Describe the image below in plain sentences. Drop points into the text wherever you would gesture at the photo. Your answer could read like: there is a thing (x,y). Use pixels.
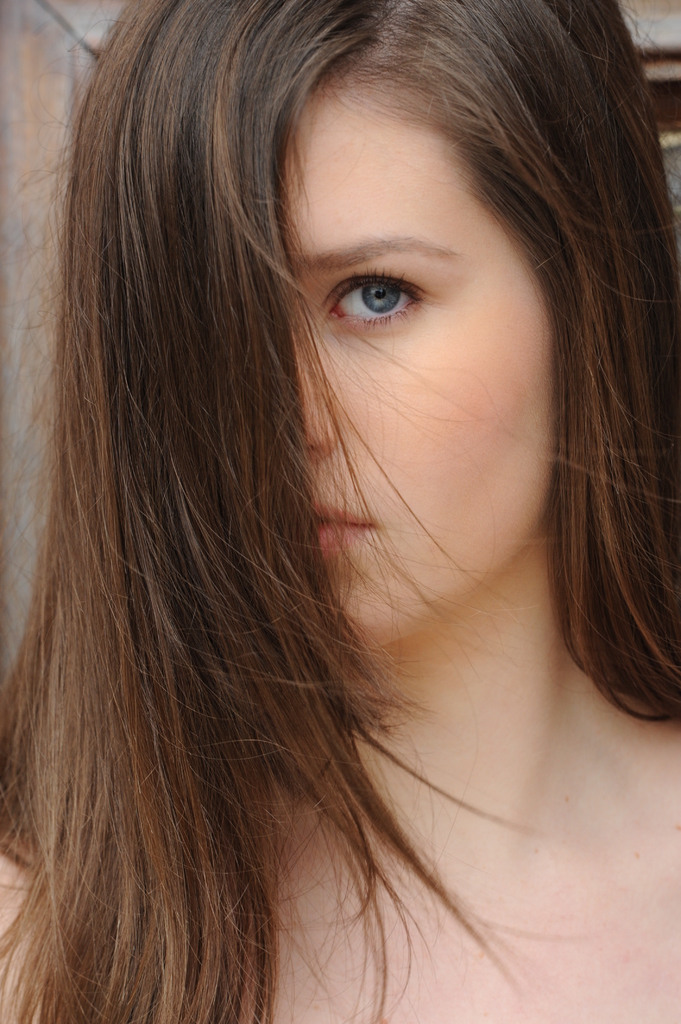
In this picture we can see a girl (124,551) and in the background (60,214) we can see a wooden object (645,50).
